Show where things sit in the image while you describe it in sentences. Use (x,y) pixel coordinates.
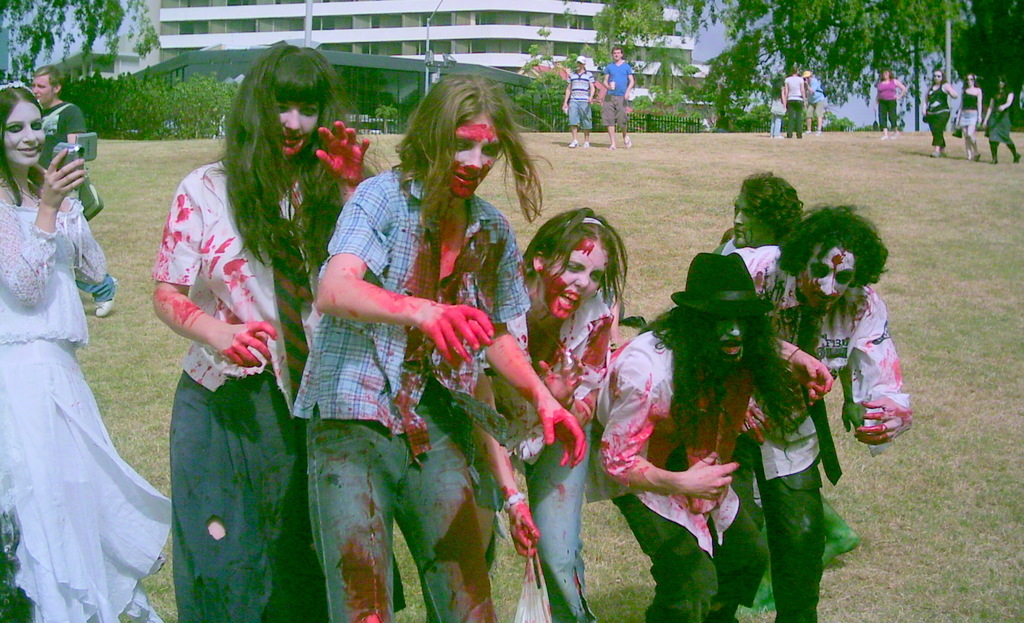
In this picture I can observe some people (388,366) on the land (856,490) who are in halloween makeup (477,160). In the background (569,88) there are some people (622,122) walking on the land (776,142). I can observe plants (558,114) and a building (567,27) in the background (510,32).
